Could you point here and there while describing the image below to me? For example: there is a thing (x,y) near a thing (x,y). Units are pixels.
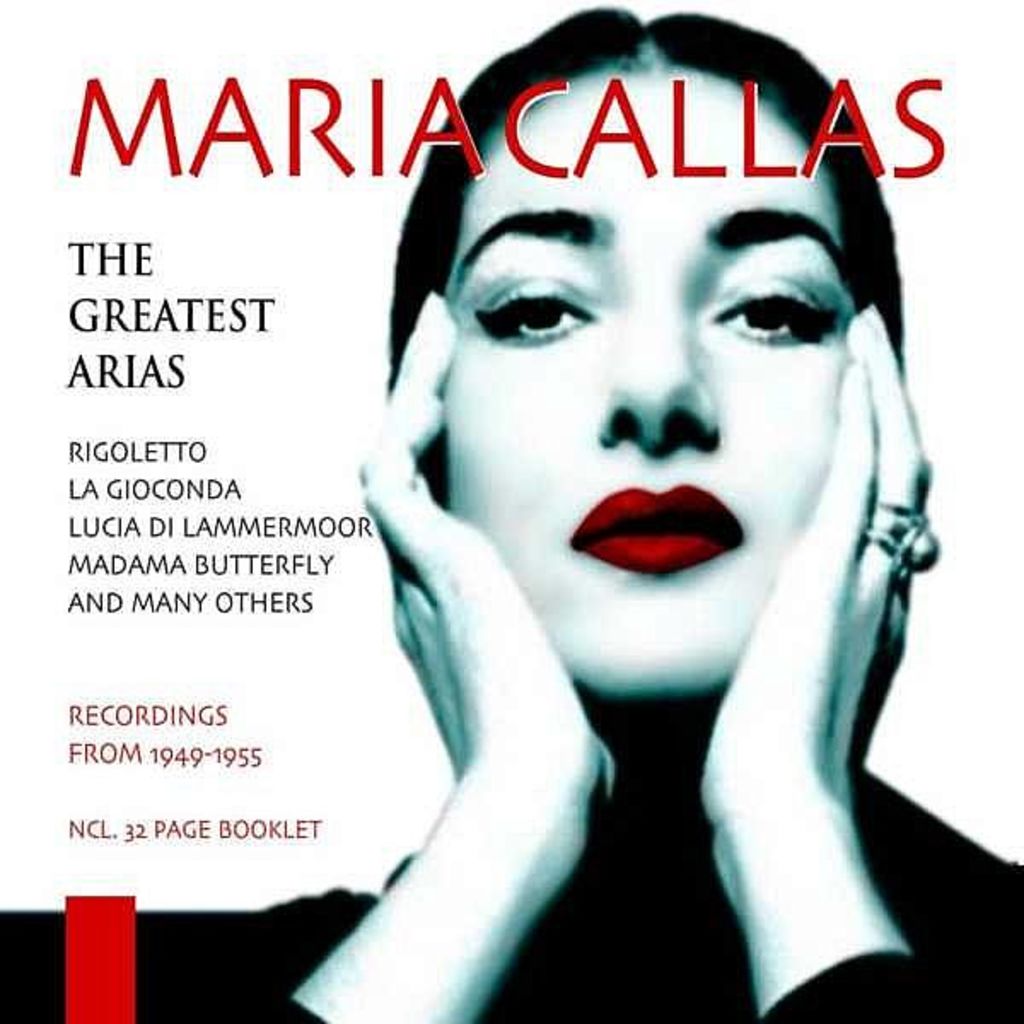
This is a picture of the album cover (941,643) in this picture, in the center (603,502) there is one woman (776,761) and on the album cover (140,432) there is some text (151,458) written.
